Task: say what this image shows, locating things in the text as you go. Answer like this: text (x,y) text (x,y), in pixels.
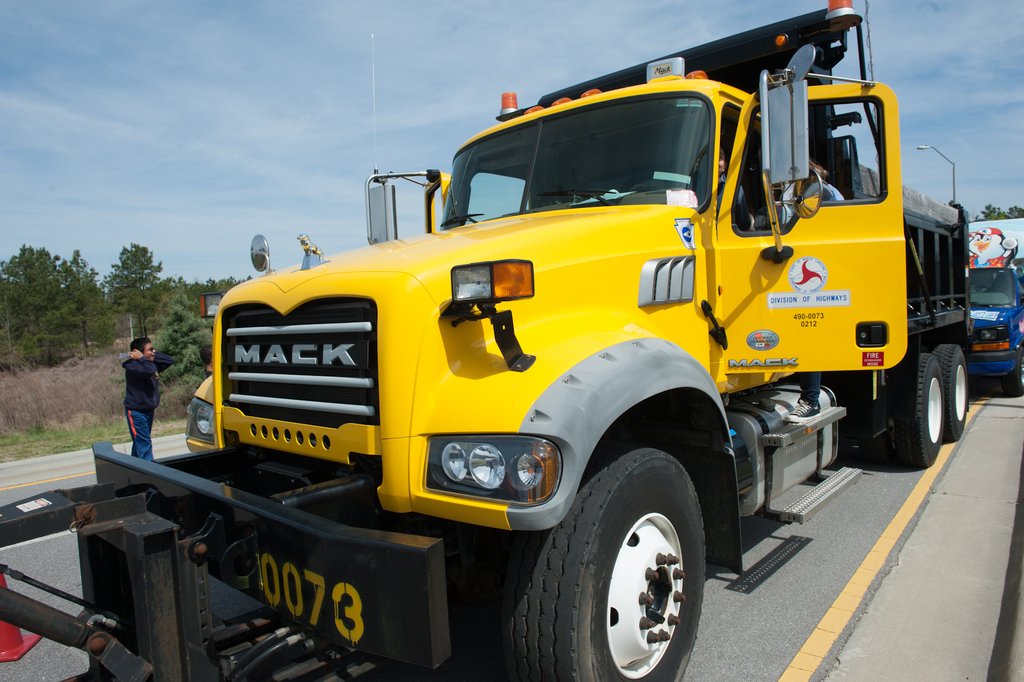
In this picture, we can see a few vehicles (354,393) on the road (89,456), and we can see a few people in the vehicle (753,177) and a person (140,425) on the road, we can see the ground (42,445) with grass (62,448), plants (163,339), dry grass (122,399), trees (136,303), light pole (939,153), and we can see the sky (963,158) with clouds (990,130).
